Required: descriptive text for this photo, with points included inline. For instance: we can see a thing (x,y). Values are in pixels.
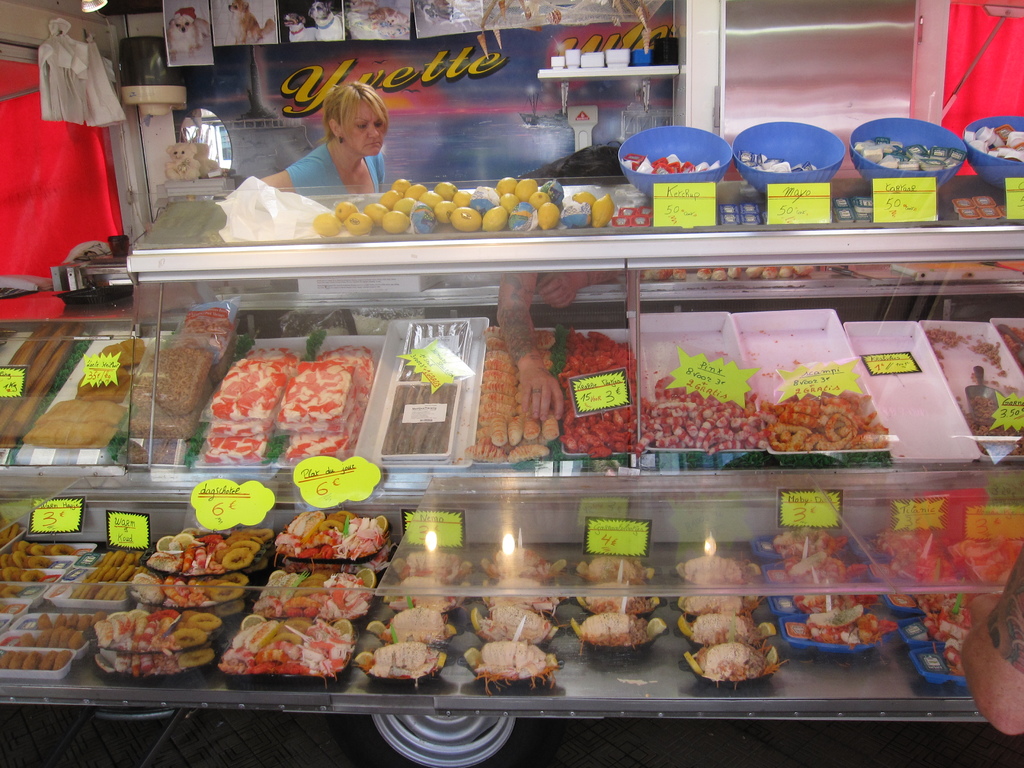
In this image there is a rack (383,577) and we can see food plates (343,588) in the rack (609,246). There are bowls (671,144) and boards (876,190). In the background (737,119) there is a door (736,100) and we can see a lady (341,165) standing. There are boards (462,136) and we can see clothes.
